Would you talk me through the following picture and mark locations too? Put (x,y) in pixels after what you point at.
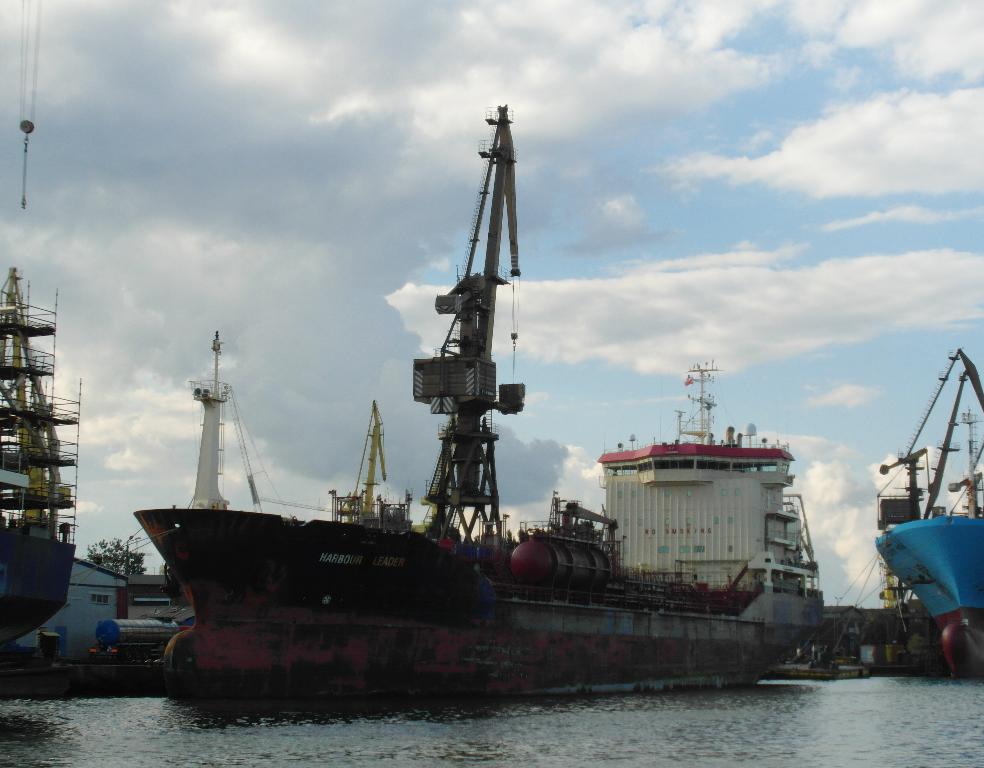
In this picture I can see some ships (453,637) are on the water surface (625,737), side we can see some houses (87,608), containers (148,622) and buildings (100,610).
